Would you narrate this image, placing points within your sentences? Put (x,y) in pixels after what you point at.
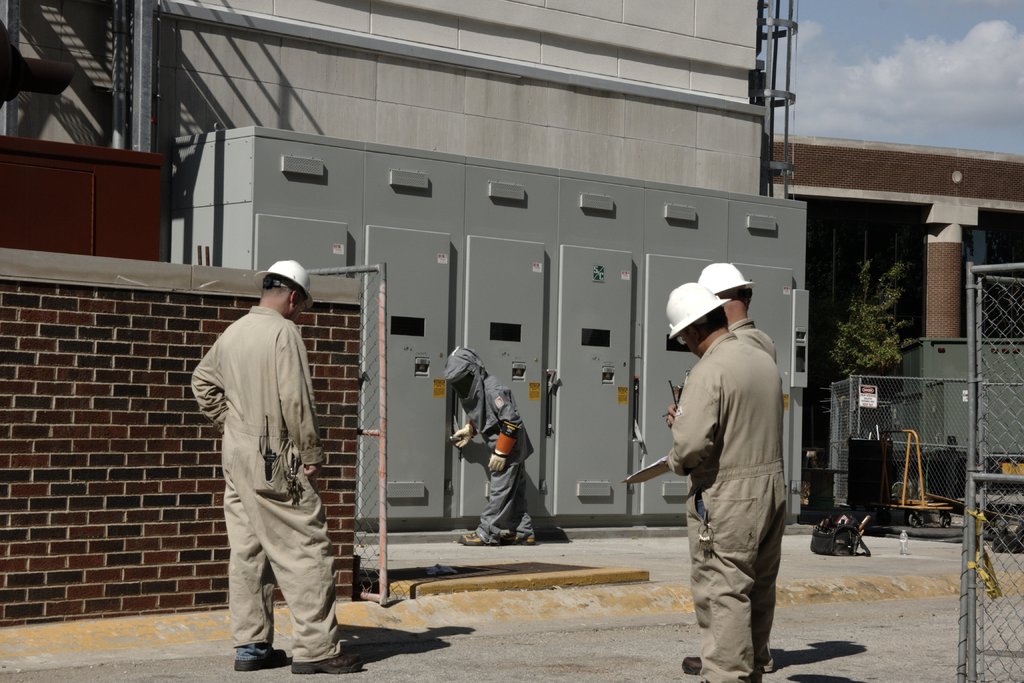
In this picture I can see few persons (710,578) are standing on the road (592,652), side we can see some buildings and also we can see one person (483,430) standing near electric boards (477,332).
